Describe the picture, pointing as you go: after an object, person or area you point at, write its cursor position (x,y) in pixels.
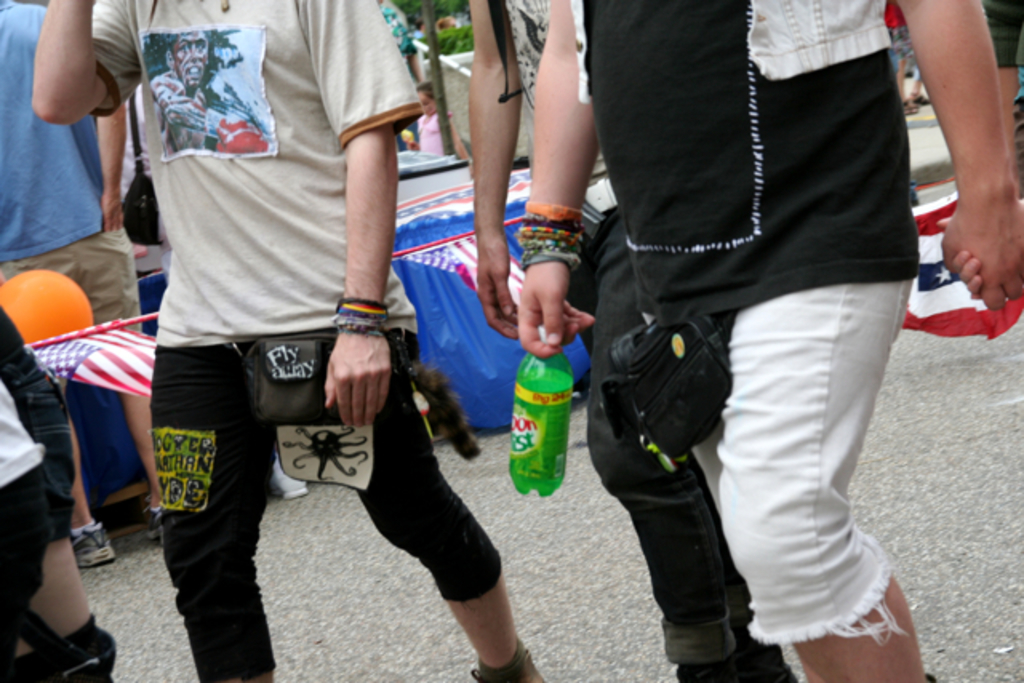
As we can see in the image, there are few people (692,207) walking on road (570,482). The person (821,336) who is walking on the right side (788,203) is holding bottle (537,448) in his hand (541,349).
